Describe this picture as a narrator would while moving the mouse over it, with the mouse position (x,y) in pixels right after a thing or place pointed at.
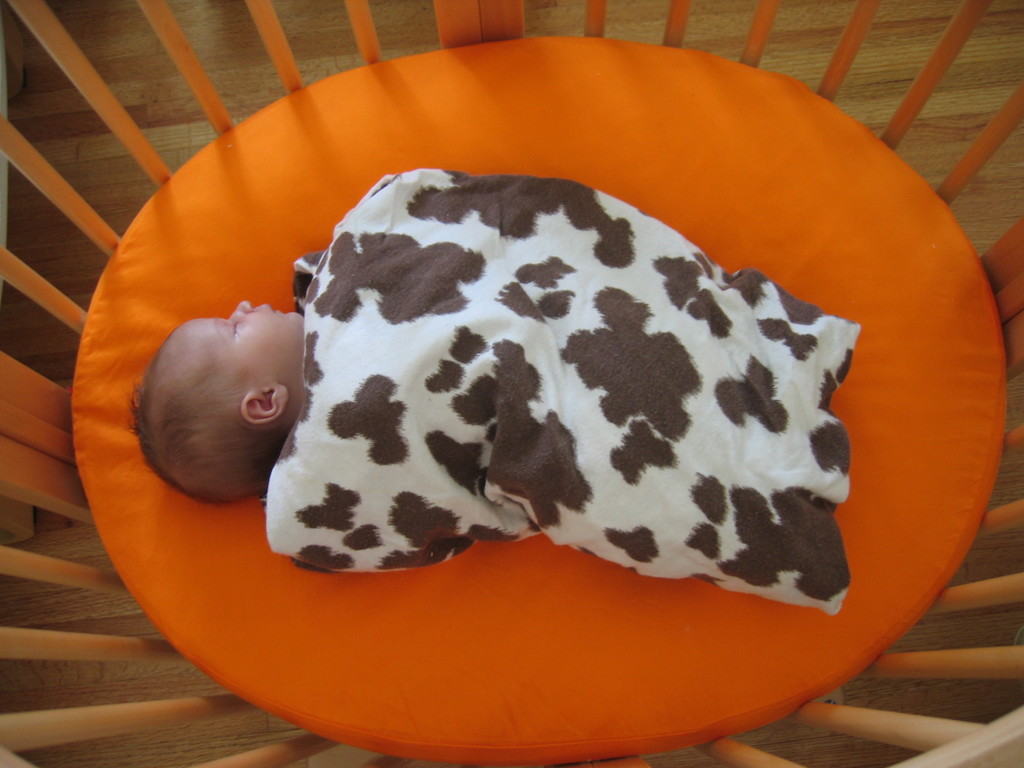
In this image a baby (231,420) is lying on the bed (233,579). there is a blanket (548,407) on the baby (445,351). There is wooden boundary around the bed (244,590). The floor (59,128) is wooden furnished.
